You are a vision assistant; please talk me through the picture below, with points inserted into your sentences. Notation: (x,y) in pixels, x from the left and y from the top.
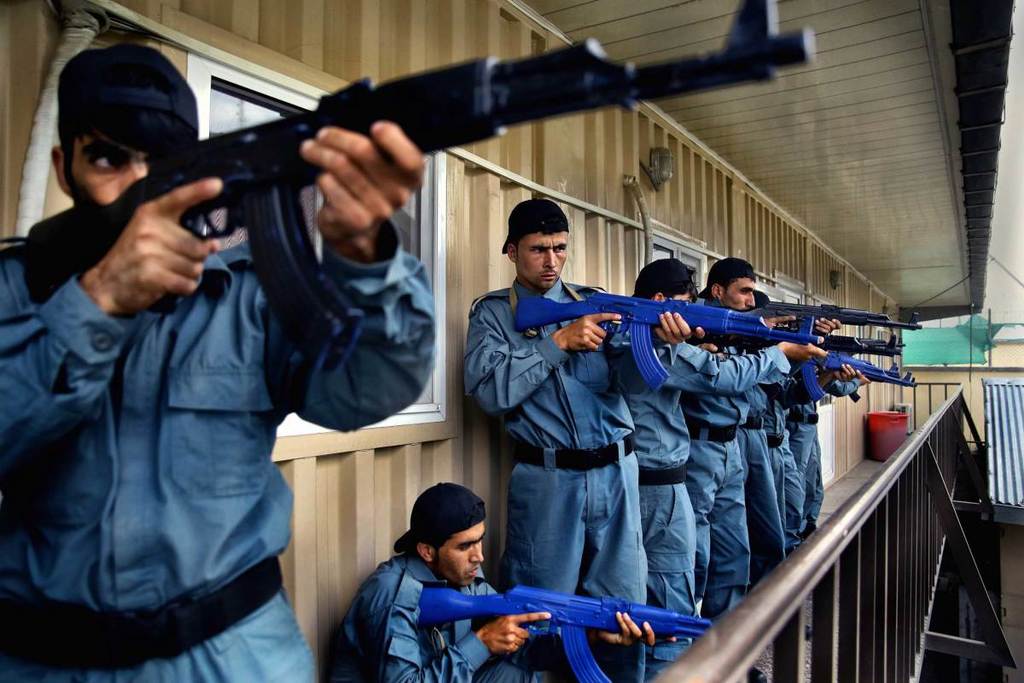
In this picture we can see a group of people (179,331) are standing in the balcony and a person (403,566) is in squat position and the people (385,632) are holding the guns (454,611). Behind the people (471,499) there is a wall (472,187) with windows (418,202) and in the balcony (861,471) there is a red plastic container (870,429).
